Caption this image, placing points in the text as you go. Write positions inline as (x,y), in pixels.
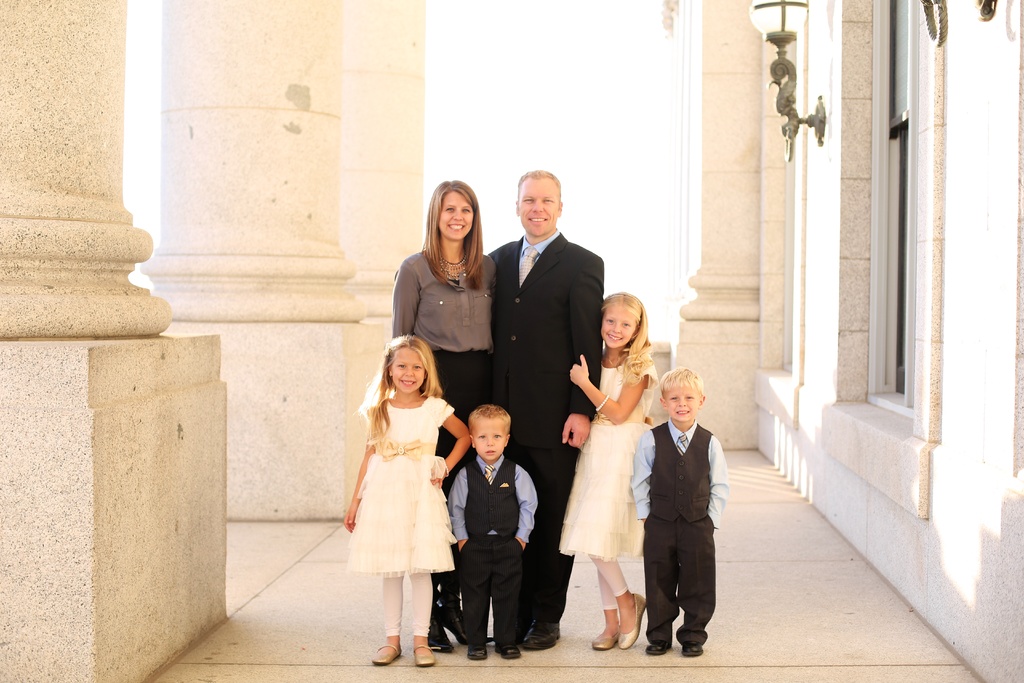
In the image there is a man (524,267), a woman (463,279) and four children (584,480) standing and posing for the photo and around them there are pillars (716,202), walls (803,231), lamp (780,70) and a window (872,287).
